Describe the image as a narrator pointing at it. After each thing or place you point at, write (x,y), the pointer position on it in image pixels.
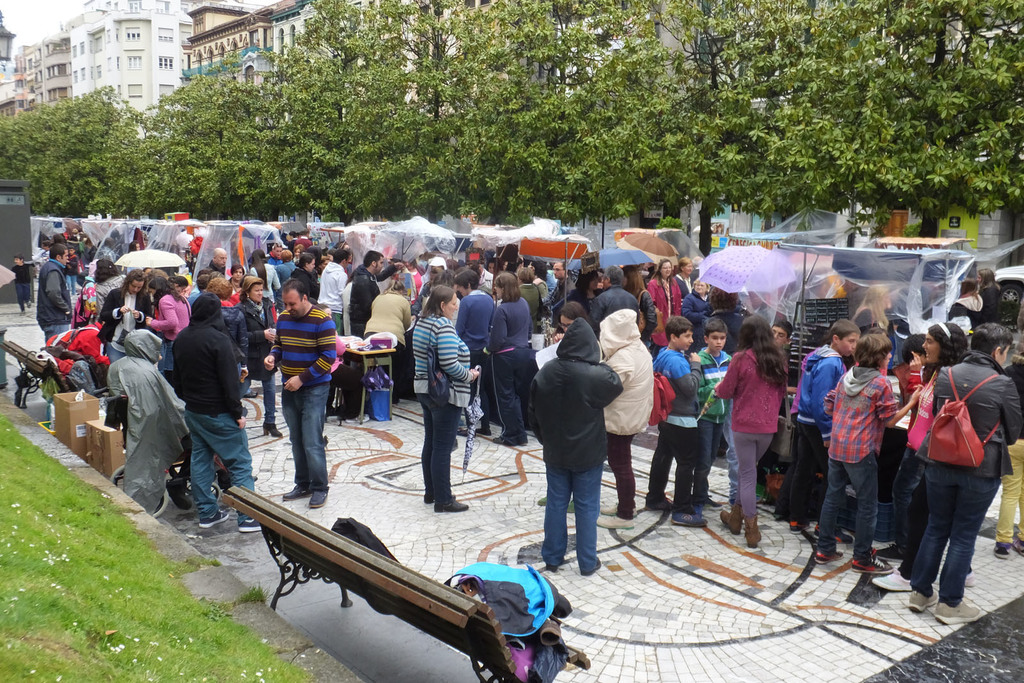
In the center of the picture (479,275) there are people (444,335), umbrellas (663,237), kids (839,355), table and other objects (346,341). Many of the people (567,306) are wearing backpacks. In the foreground (71,444) there are benches (26,384), grass (175,583), tiles (636,647) and other objects (113,440). In the background (494,80) there are trees (340,91) and buildings (44,89).
